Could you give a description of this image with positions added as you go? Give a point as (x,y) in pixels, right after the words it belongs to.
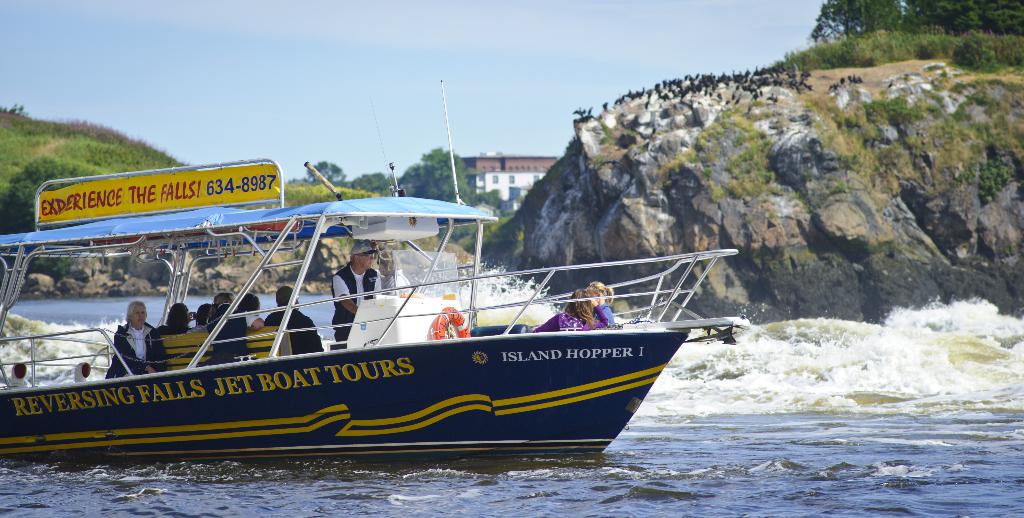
In this picture there is a boat (251,415) on the river (295,473) towards the left bottom (164,432). The boat (223,445) is in blue in color with some text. In the boat (355,330) there is a man (338,333) sailing the boat (390,267). Behind the man (335,279), there is a bench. On the bench (243,336) there are group of people (221,309) sitting on it. In the background (644,203) there are hills (689,165), buildings (531,173) and sky (236,93).
